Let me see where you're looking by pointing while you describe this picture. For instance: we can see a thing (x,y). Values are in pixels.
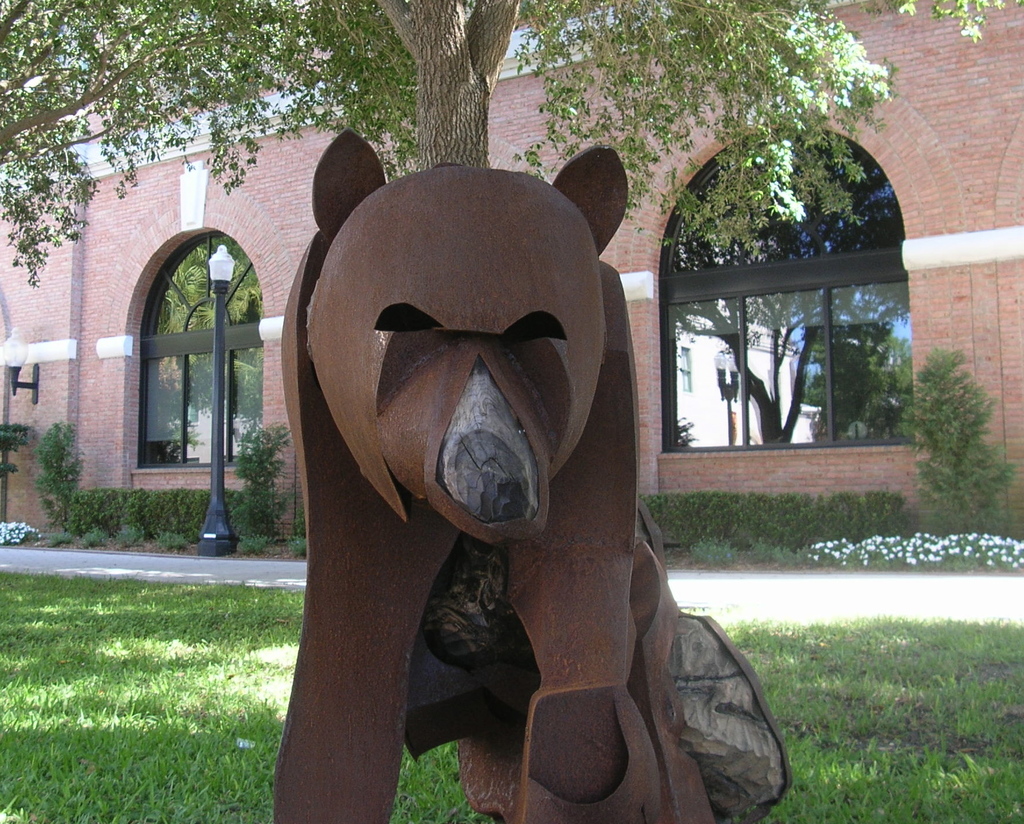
In this image we can see a tree (524,7) in front of which there is some metal sculpture (470,524) which is in shape of bear (463,479) and in the background of the image (292,216) there is road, plants (7,490) and a building (144,462).
